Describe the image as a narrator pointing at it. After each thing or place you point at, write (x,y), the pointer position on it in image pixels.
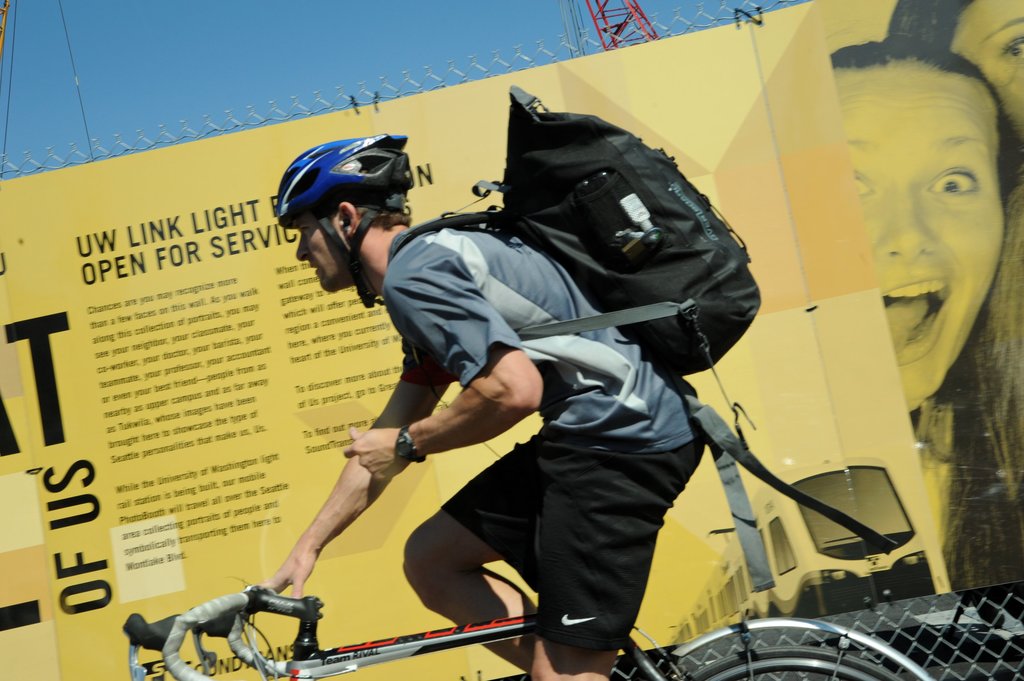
In the center (489,269) we can see one man (519,495) riding cycle (718,632), he is carrying backpack (582,233). And back there is a banner (787,139), sky (315,48) etc.
